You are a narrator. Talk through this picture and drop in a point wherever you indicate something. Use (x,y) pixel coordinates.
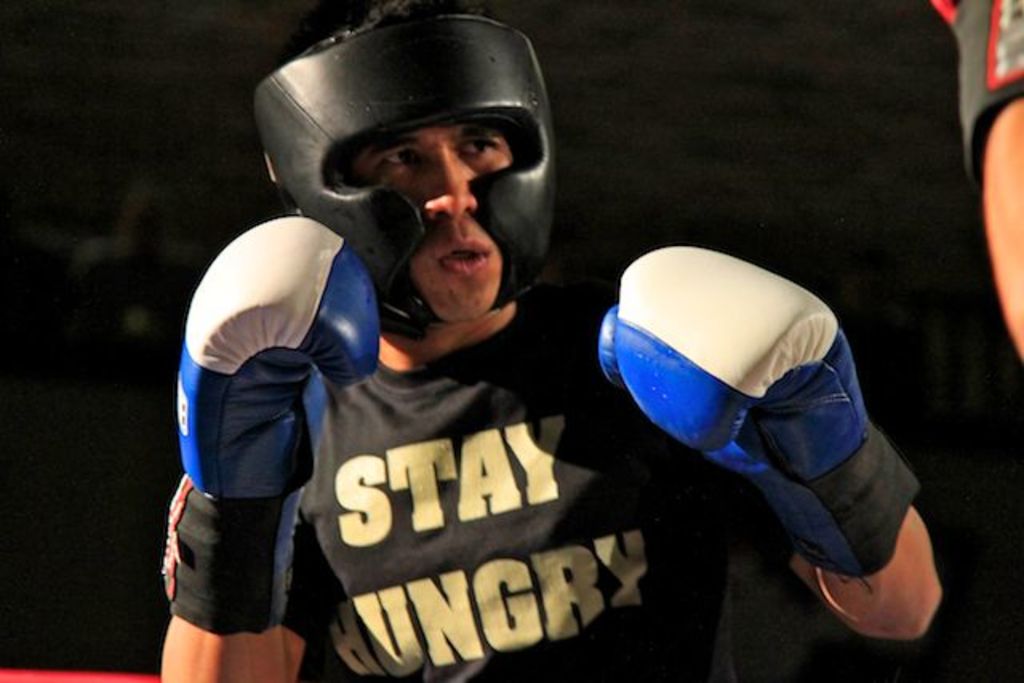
In the center of the image (374,305) there is a person (420,482) wearing helmet (414,94) and gloves (233,346). On the right side of the image (998,200) there is a human hand (961,95).
